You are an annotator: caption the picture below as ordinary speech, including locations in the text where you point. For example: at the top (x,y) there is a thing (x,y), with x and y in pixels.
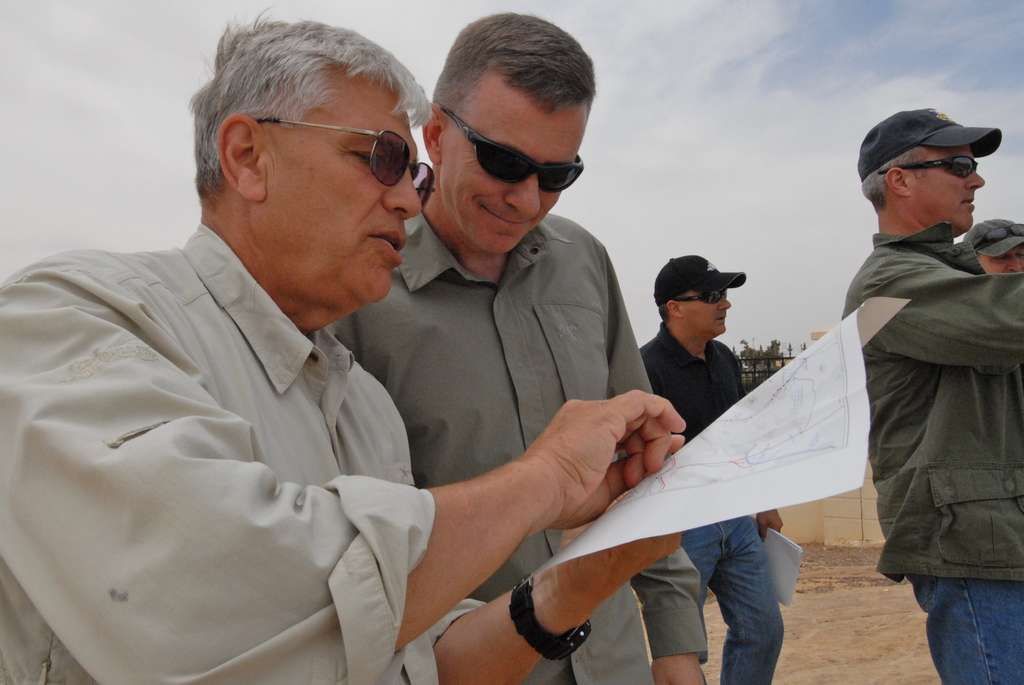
In this image I can see few people (685,294) are standing and wearing different color dresses (428,407). Few people (650,383) are holding papers (799,379). The sky (785,295) is in white and blue color.
